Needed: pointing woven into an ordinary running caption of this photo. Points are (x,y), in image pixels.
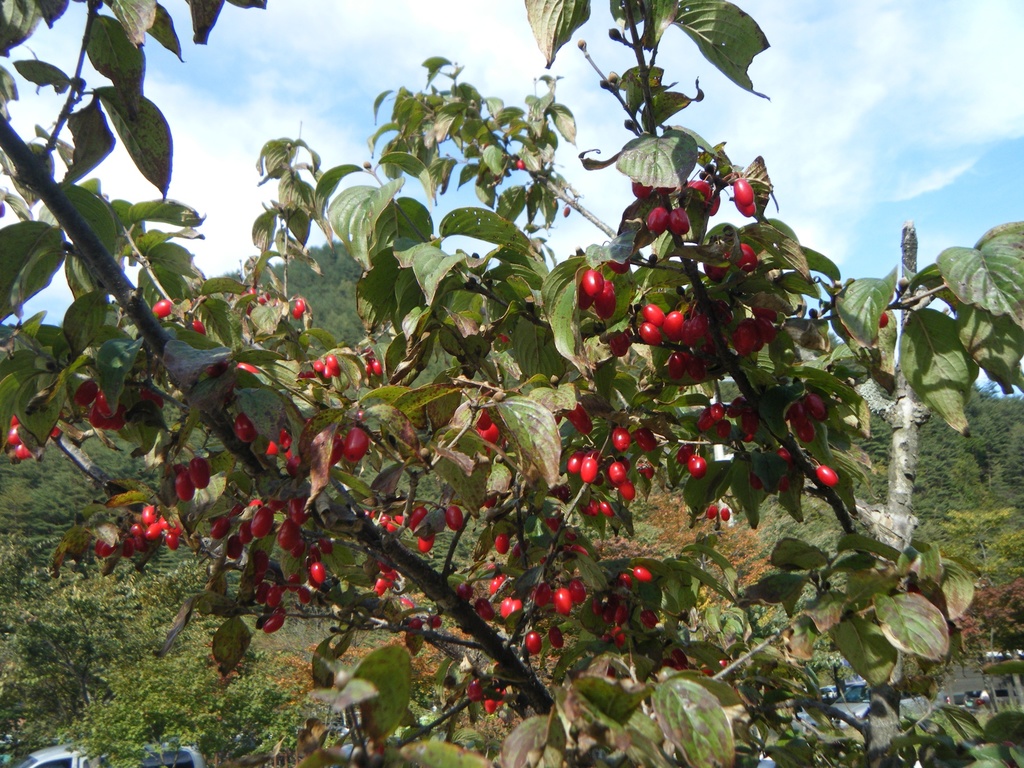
In the image in the center (633,334), we can see the sky (742,148), clouds (760,151), trees (675,488), plants (185,520), grass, vehicles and fruits (605,609).
